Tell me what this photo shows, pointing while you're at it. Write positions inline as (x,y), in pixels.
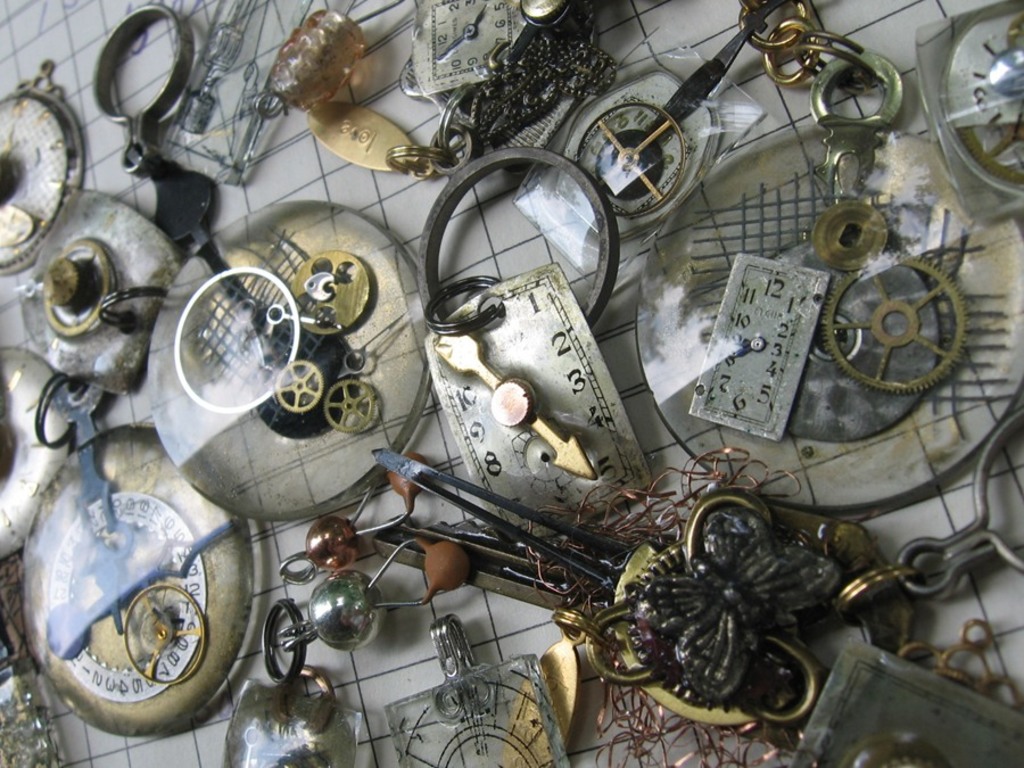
In this image we can see some equipment (318,538) on the surface (371,86).
